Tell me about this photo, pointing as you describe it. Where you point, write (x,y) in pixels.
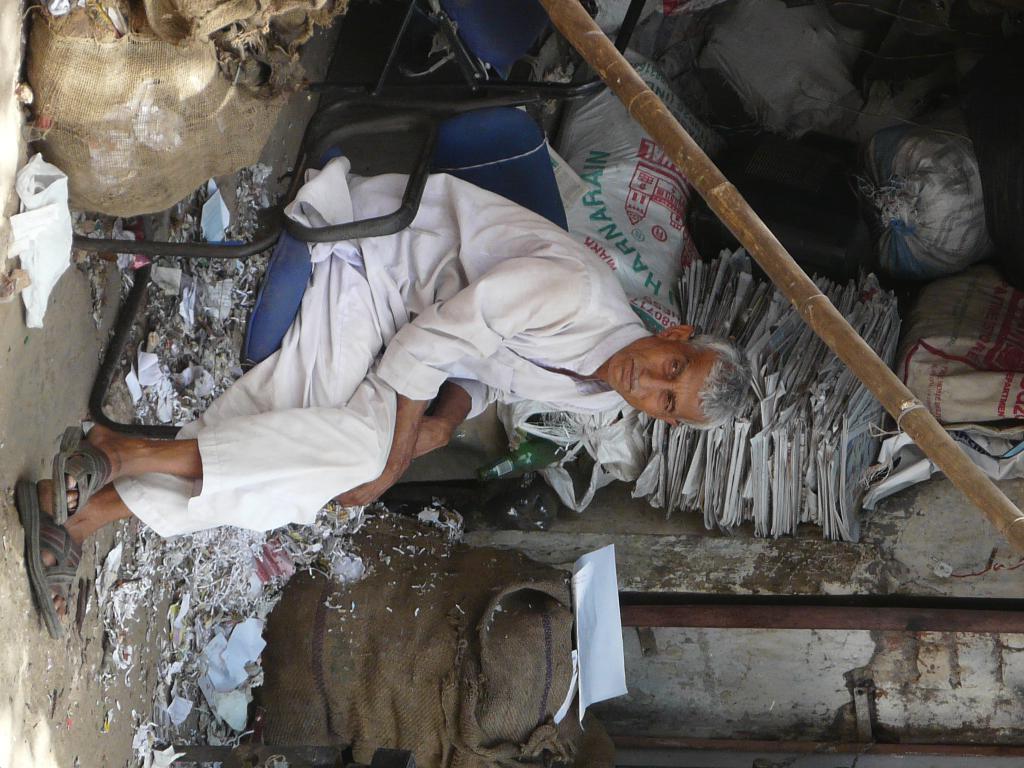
In the center of the image (472,375) a man (492,352) is sitting on a chair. On the right side of the image (862,340) we can see papers (804,462), bags (932,344), waste materials (875,195) are there. At the bottom of the image (515,680) a gunny bag (474,666) is there. On the left side of the image (59,395) ground (80,369) is there. At the bottom right corner (917,719) we can see a wall (805,645) and a rod (846,611) are there.
